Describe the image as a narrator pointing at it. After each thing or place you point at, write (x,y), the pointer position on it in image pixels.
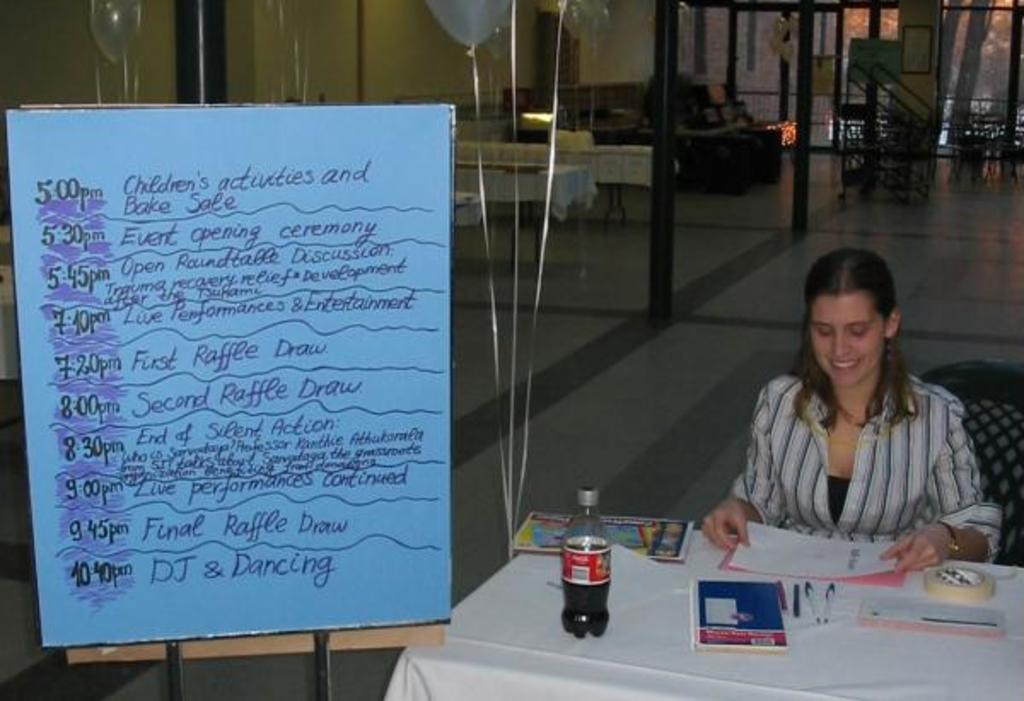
This image consists of a woman (845,525) sitting in the chair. In front of her, there is a table (668,636) covered with a white cloth (880,681). On which there are books (756,609) and pens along with a cool drink bottle (564,581). On the left (236,350), there is a board (272,415) on which there is a text (227,265). In the background (410,49), there is a building (391,44).
